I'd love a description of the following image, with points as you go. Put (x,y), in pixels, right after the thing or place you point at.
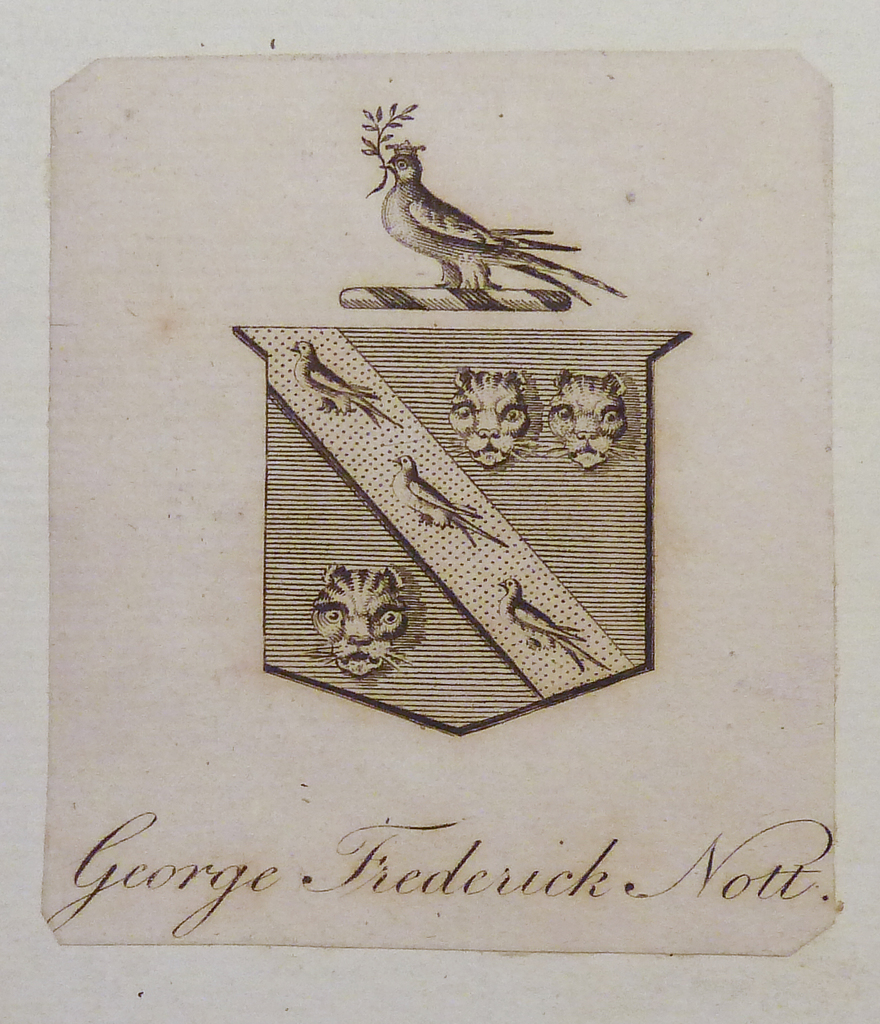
In this image we can see there is an art of a few birds (325,369) and the face (392,629) of the lion (380,632). At the bottom of the image (390,868) there is some text (535,877).
